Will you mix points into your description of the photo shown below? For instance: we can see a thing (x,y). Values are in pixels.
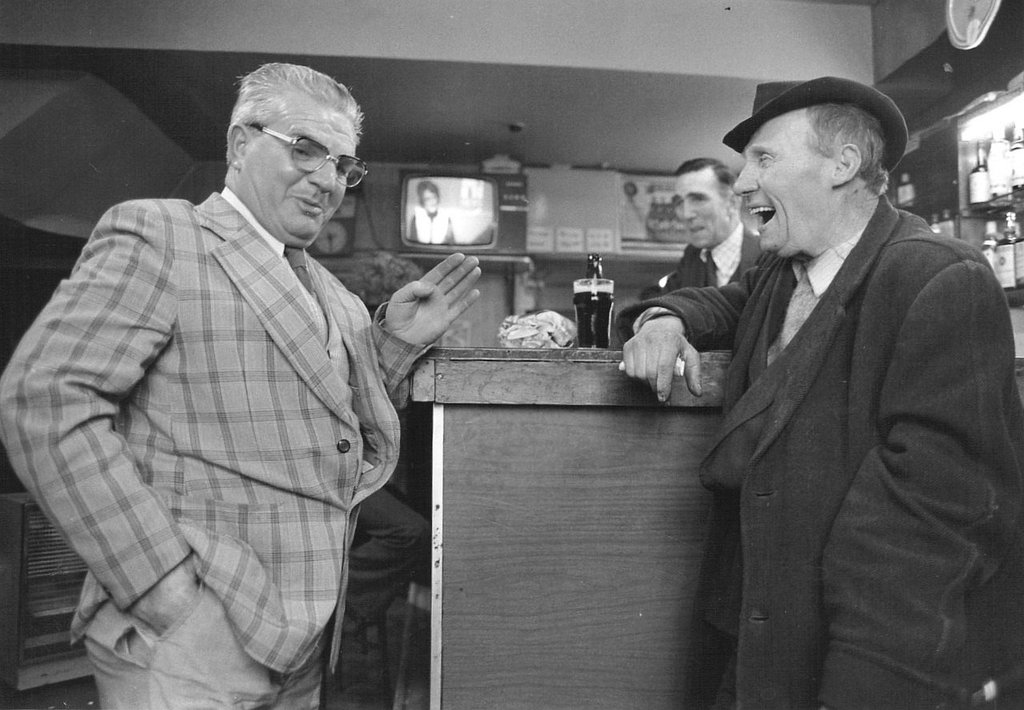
It is a black and white image. In this image we can see the persons (244,380). We can also see a glass (596,317), a bottle (596,259) and also an object (536,320) on the table (508,353). In the background (948,224) we can see a rack (974,155) with the bottles (984,178). We can also see the clock (976,31), light (990,122), television (514,249) and also some papers (630,214) attached to the wall (594,202). On the left (49,596) we can see some object (76,588) on the floor (72,694).
